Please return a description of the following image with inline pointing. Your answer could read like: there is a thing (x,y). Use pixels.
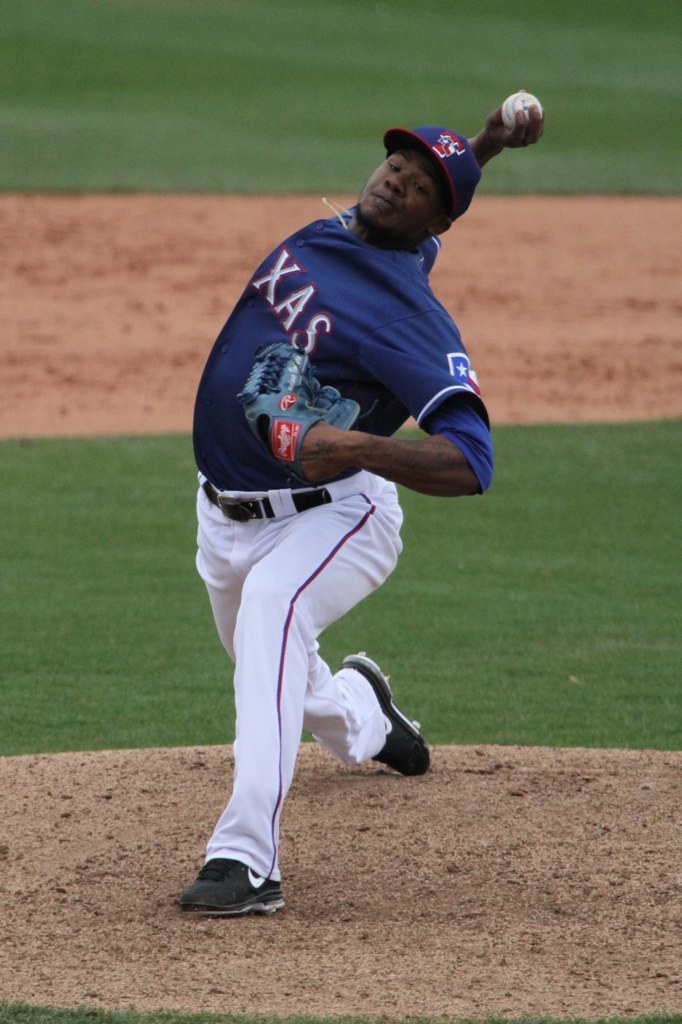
In this image there is a baseball player (272,511) who is standing on the ground (290,813) and throwing the ball (513,104).
